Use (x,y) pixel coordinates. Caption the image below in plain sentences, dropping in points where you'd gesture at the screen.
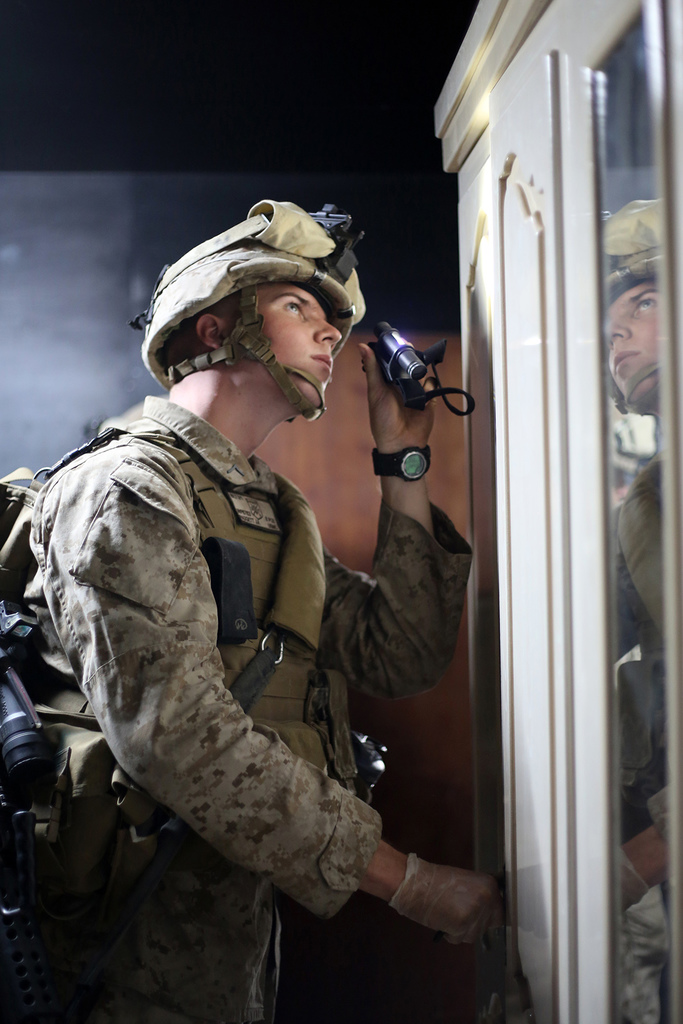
In this picture there is a person (334,307) with helmet (231,279) is standing and holding the object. On the right side of the image (483,936) there is a door (500,207) and mirror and there is a reflection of the person (450,911) on mirror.
